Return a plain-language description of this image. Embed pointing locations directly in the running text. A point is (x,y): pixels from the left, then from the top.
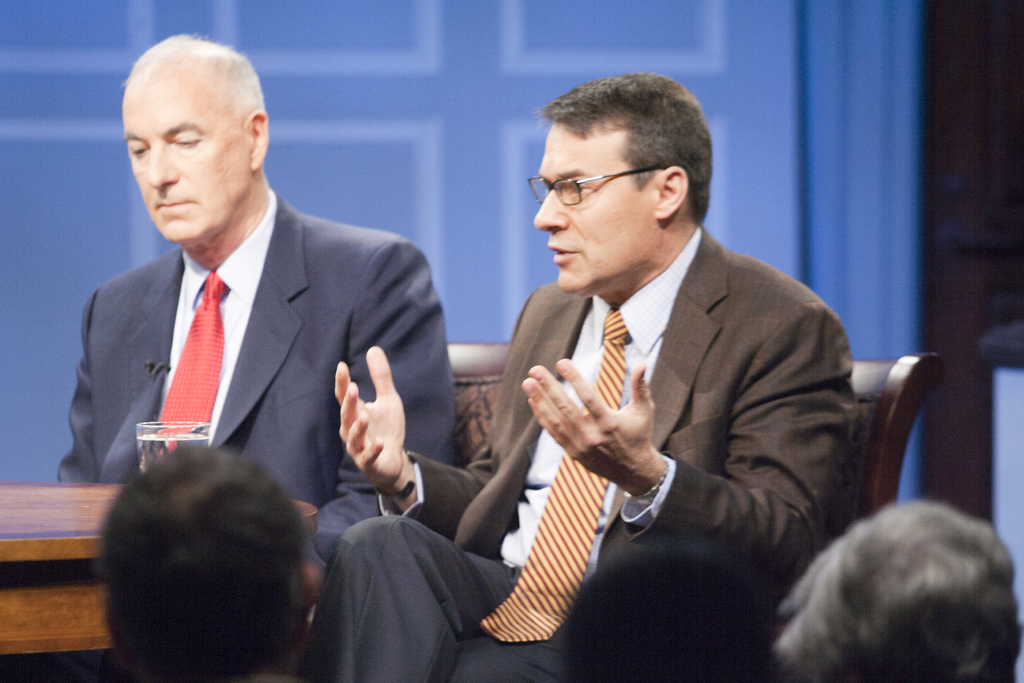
In this image there is a man (599,467) sitting on the chair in the middle (635,442). Beside him there is another man (238,256). In front of them there is a table (70,488) on which there is a glass (158,425). At the bottom (676,682) there are three other people (745,587). In the background (578,70) there is a wall (417,72).
